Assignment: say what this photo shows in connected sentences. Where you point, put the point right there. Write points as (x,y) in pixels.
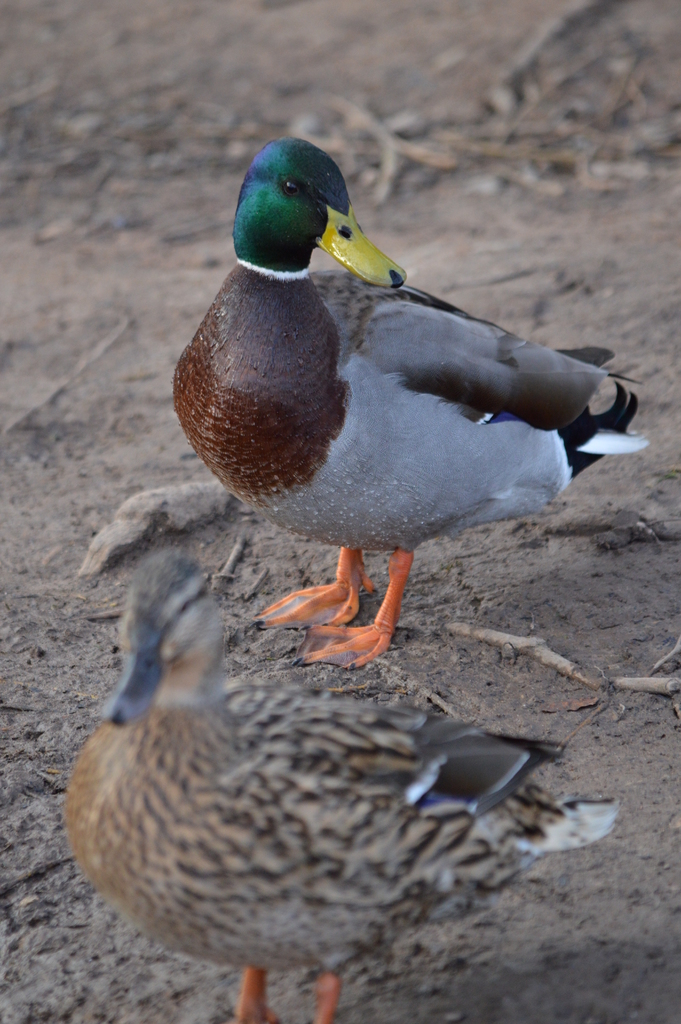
In this image there are two birds (323,614) standing on the ground (467,675) one beside the other. On the ground (57,911) there is sand (63,903) and some small dry sticks (586,685).
